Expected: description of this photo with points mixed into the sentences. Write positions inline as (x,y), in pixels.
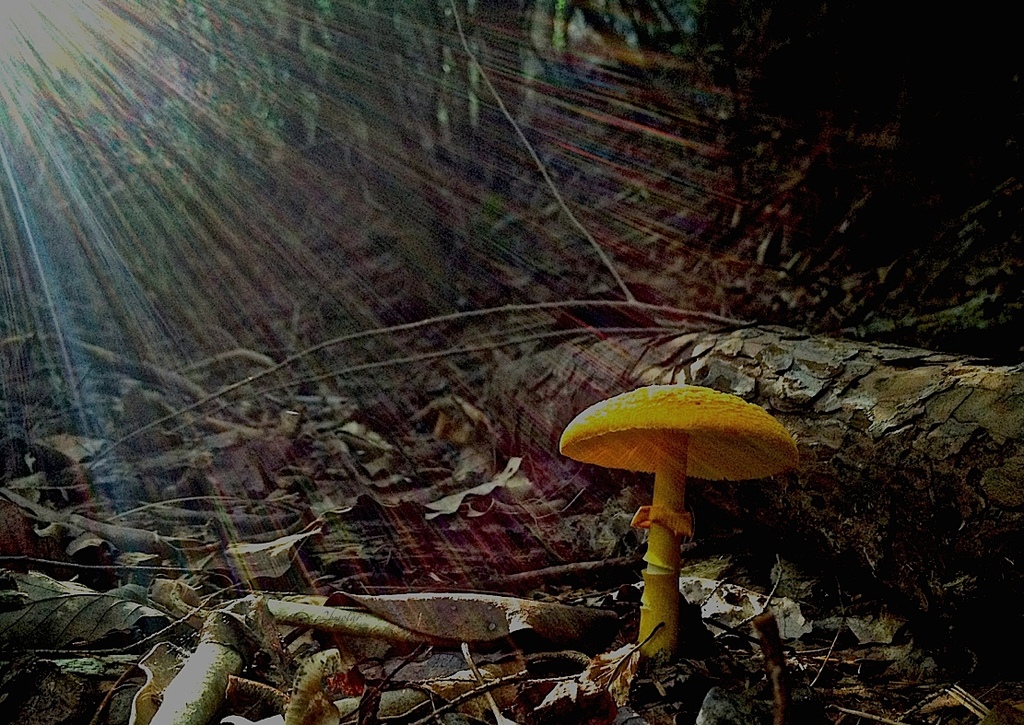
In this image we can see mushroom (682,520). On the ground (611,612) there are dried leaves (605,700) and sticks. In the background (274,165) it is blur.
